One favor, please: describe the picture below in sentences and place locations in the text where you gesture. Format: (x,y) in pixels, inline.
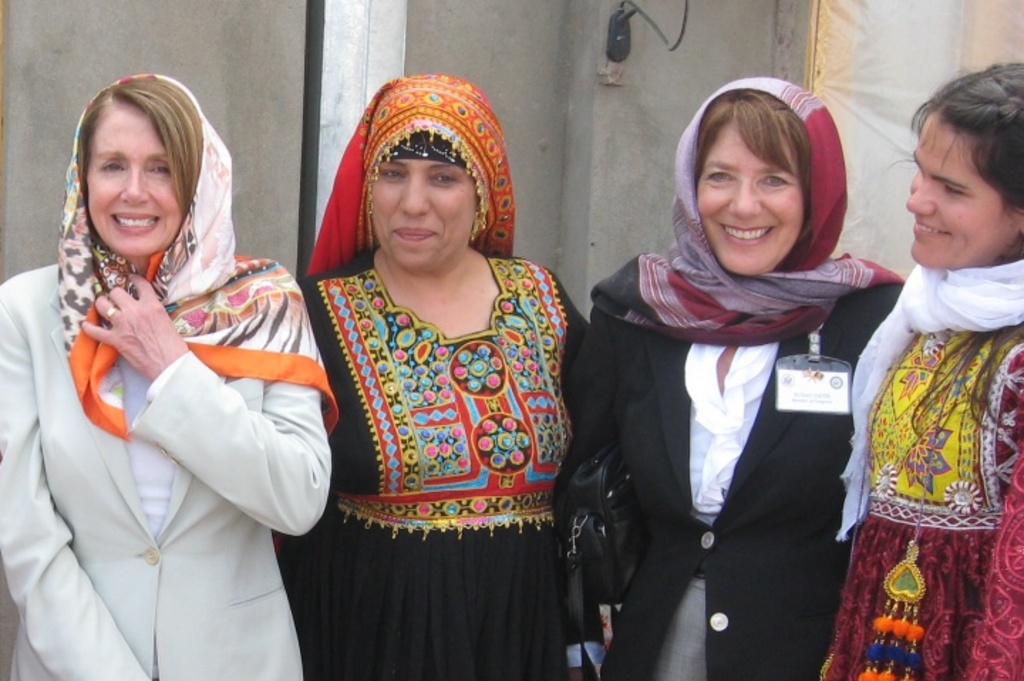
In this image there are four women (824,204) standing with a smile on their face (774,186), behind them there is an object (620,38) with cable (645,18) on the wall (656,57).
